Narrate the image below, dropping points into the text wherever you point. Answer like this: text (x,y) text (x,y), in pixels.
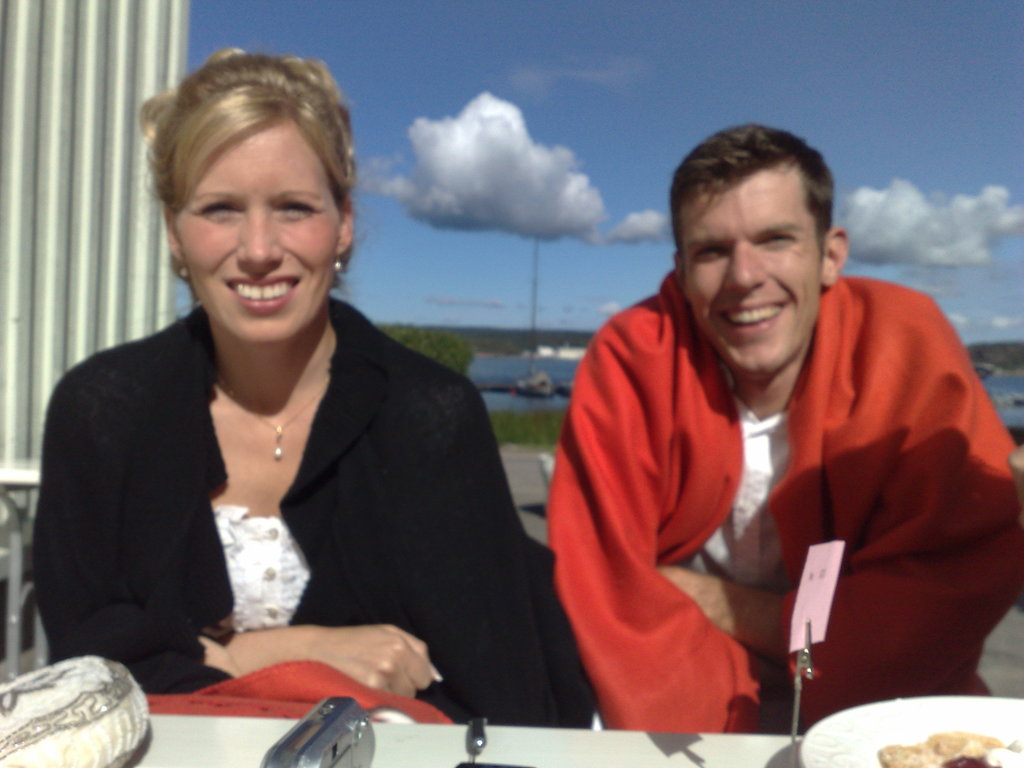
In the foreground (431,726) I can see two persons (458,503) are sitting on the chairs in front of a table (528,757) on which I can see food items (902,766) in a plate (896,736), board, some objects (61,746). In the background (504,409) I can see a boat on the water (557,365), grass (523,429), trees (489,346), metal rods (63,85) and the sky (563,101). This image is taken, may be during a day.
